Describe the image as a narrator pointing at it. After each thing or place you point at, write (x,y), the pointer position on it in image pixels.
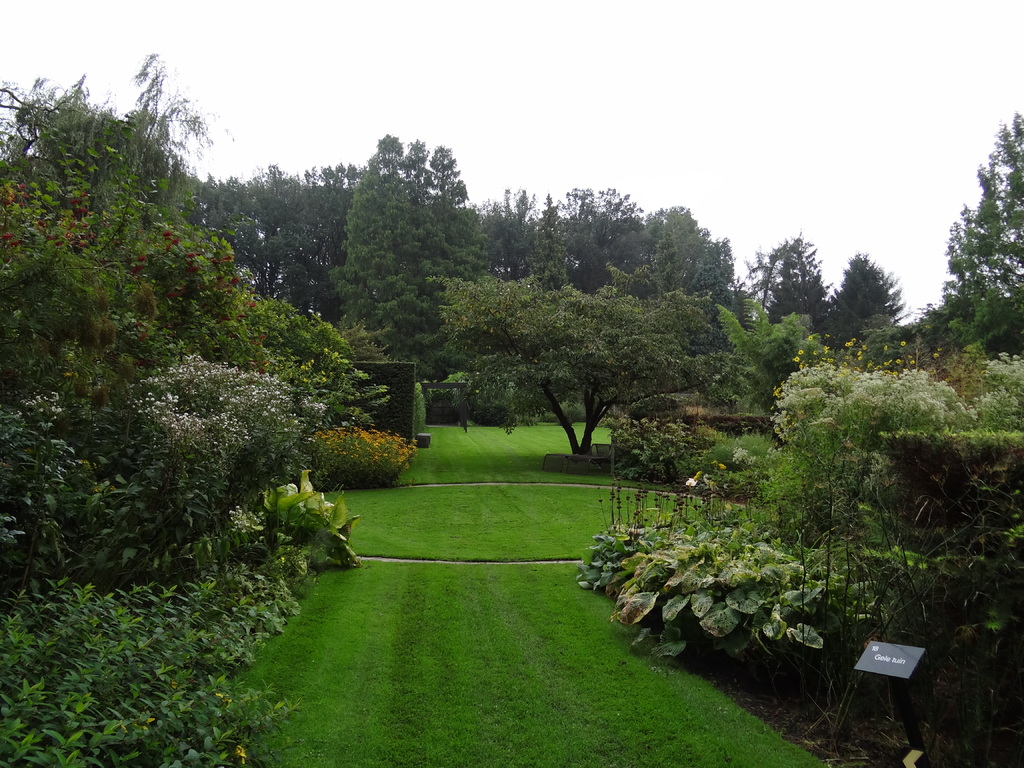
In the background (873,2) we can see the sky (638,140). In this picture we can see the trees (1020,133), plants (961,521), grass (475,681). On the right side of the picture (917,733) we can see an object (907,703).
